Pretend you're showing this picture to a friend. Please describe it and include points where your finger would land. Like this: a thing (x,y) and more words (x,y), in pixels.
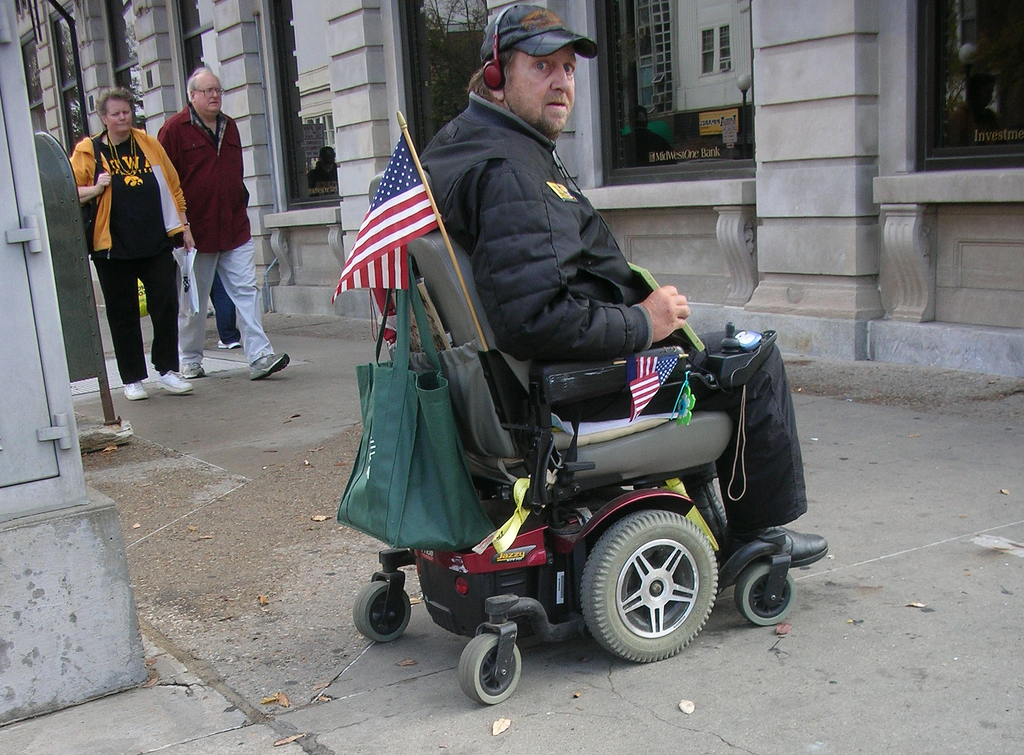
In the center of the image (583,308) we can see a man (520,356) is sitting on a wheel chair (673,431) and wearing jacket (574,271), headset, cap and holding a slate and also we can see flag (443,222), bag (422,535). In the background of the image (362,14) we can see the buildings (474,66), windows (694,87), board (715,114), pole (66,17), boxes (53,405), road (663,670), dry leaves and some people (171,227) are walking on the road (307,546).
